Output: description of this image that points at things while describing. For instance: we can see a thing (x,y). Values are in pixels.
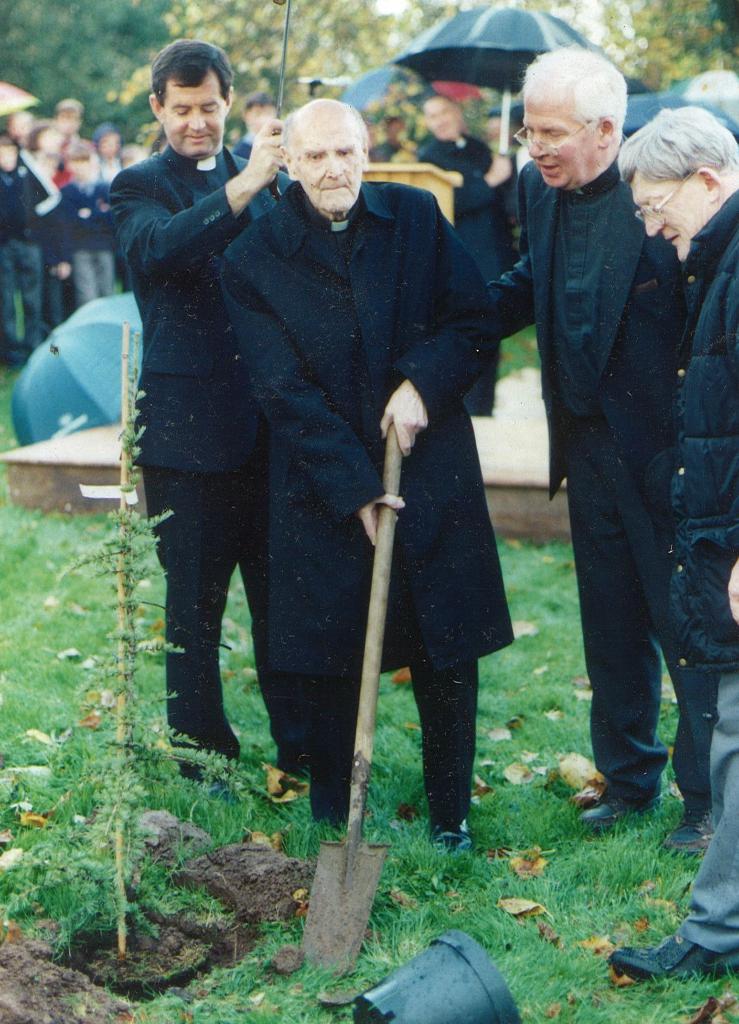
In this picture there are people (384,237) standing, among them there is a man (294,488) holding a tool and we can see plant (93,860), soil (226,946), grass (505,953) and black object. In the background of the image (302,34) it is blurry and we can see people (35,245), umbrellas (528,17) and trees (338,26).
